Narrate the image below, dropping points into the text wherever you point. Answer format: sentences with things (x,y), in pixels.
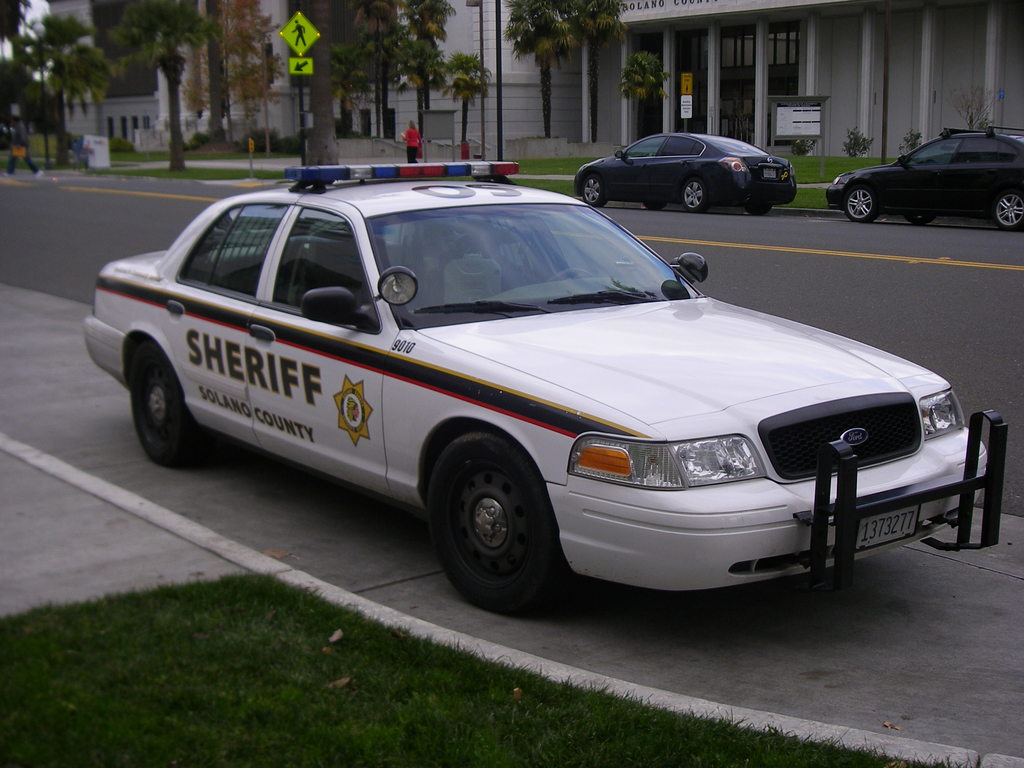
In this image I can vehicles (829,392) are on the road (1015,313). In the background of the image (439,51) there are sign boards (302,46), people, trees (253,19), boards (797,115), poles (497,112) and buildings (694,60). In the front of the image (333,649) there is a grass (402,736).
